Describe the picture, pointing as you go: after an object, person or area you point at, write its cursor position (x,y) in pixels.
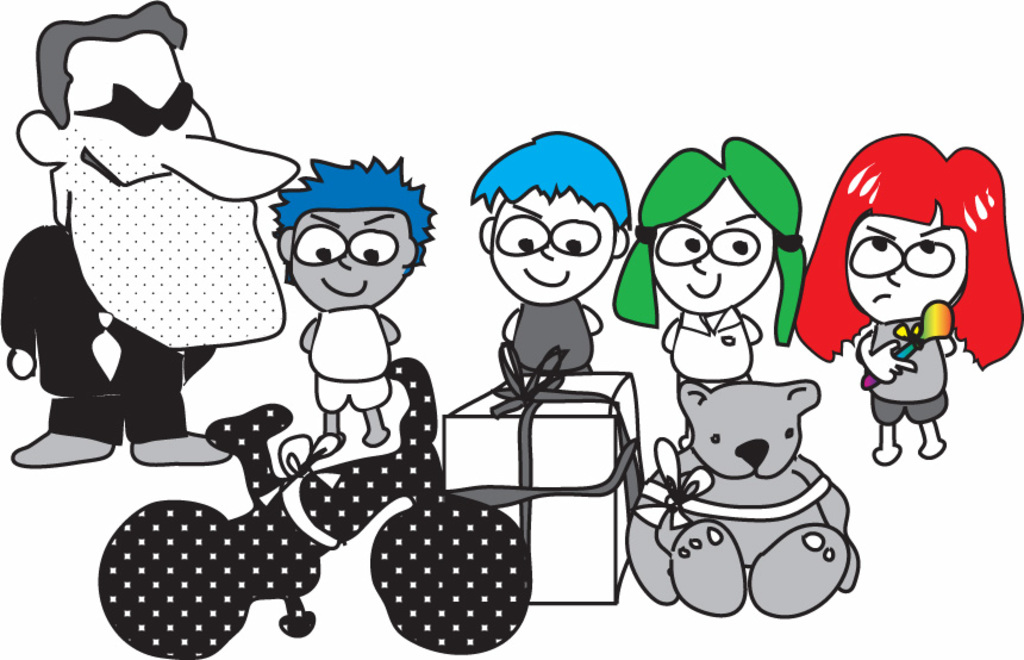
In this image we can see cartoons (723,404).
